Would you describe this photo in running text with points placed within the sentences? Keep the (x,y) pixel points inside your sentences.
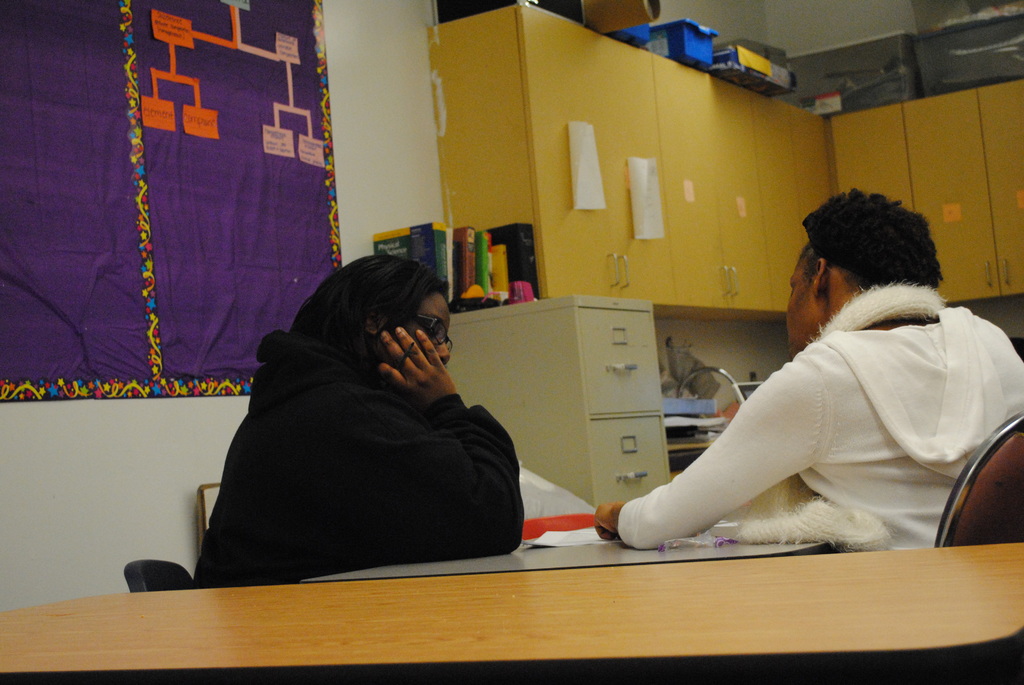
In this image we can see a man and a woman (408,452) sitting on the chairs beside a table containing some papers (553,543) on it. We can also see some books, containers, objects (475,305) and some papers (635,158) placed on the cupboards (589,242), a cloth (320,265) on a wall (44,439) and some objects (672,379) placed in a shelf (702,413).
